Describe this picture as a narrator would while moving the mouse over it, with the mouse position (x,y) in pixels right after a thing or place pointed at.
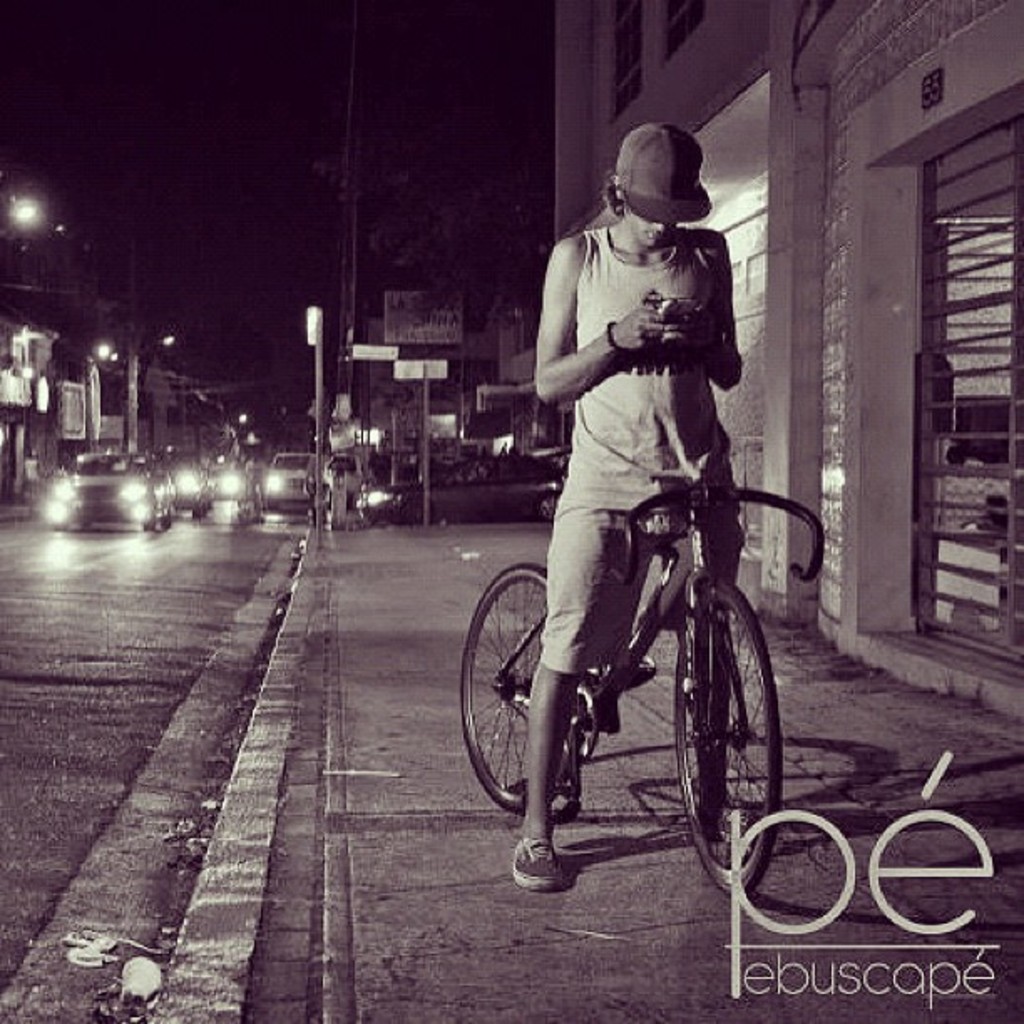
In this image we can see few cars (199,485) are moving on the road (45,535). There are many street lights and few trees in the image. A person (572,552) is standing and holding some object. There is a bike (694,691) and few buildings (46,361) in the image.
